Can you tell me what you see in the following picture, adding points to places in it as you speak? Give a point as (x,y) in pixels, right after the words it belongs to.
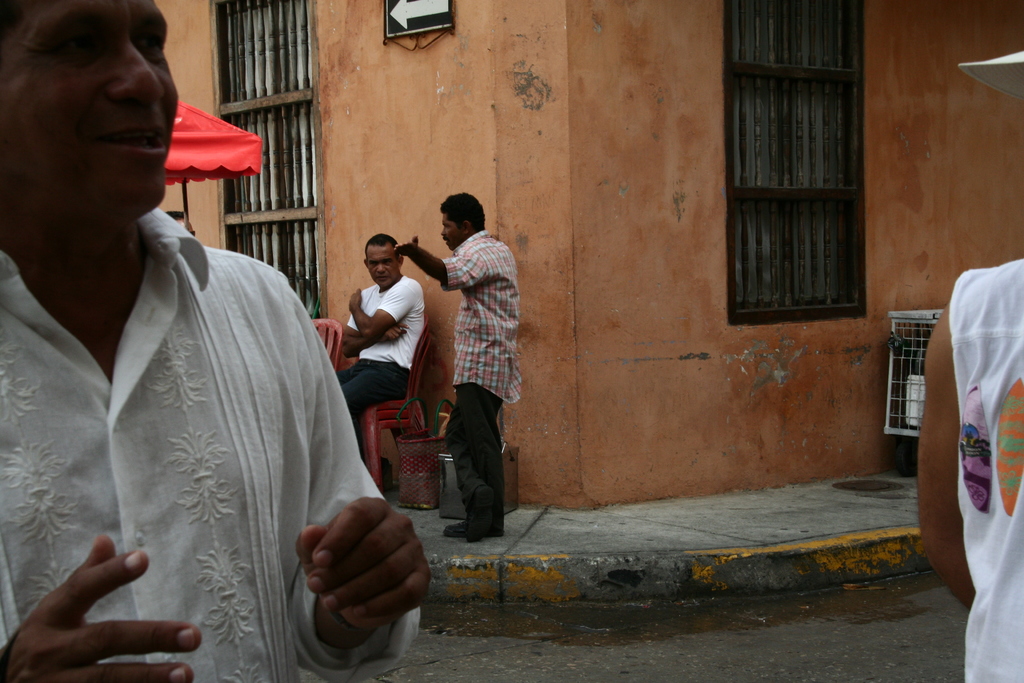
In this image there is a man (165,337) on the left side (104,404). In the background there is a person (485,373) standing on the footpath (524,514). Beside the person (463,430) there is another person (392,332) who is wearing the white t-shirt (392,342) is sitting on the chair (381,408). Behind them there is a building (496,110) with the windows (289,67). On the footpath (397,496) there is a metal box (441,468) and a bag (421,448). On the left side (219,142) there is a red colour tent (207,147). On the right side (897,346) there is a grill (893,381) on the footpath (877,474).
